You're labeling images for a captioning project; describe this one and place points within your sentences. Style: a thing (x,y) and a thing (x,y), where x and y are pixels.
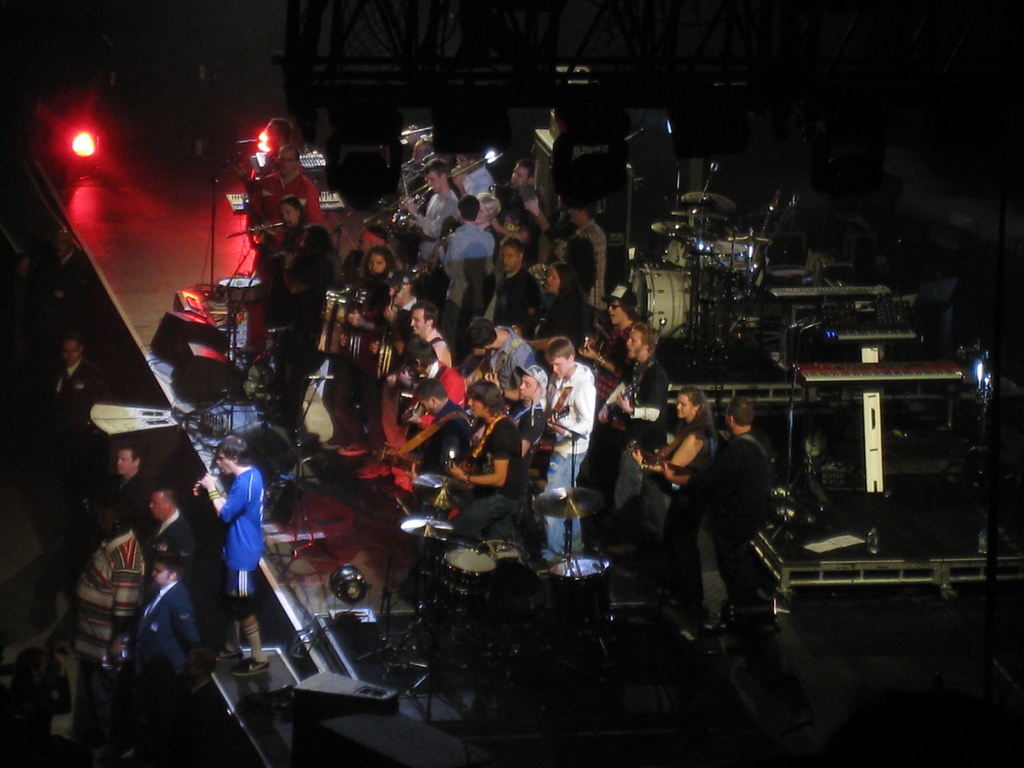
In the center of the image (540,384) there are people (547,409) playing musical instruments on the stage (969,621). In front of them there are few other people (86,570). Behind them there are musical instruments (878,475). On the left side of the image (78,141) there are lights (91,130). In the background of the image (348,50) there are metal rods (453,25).
